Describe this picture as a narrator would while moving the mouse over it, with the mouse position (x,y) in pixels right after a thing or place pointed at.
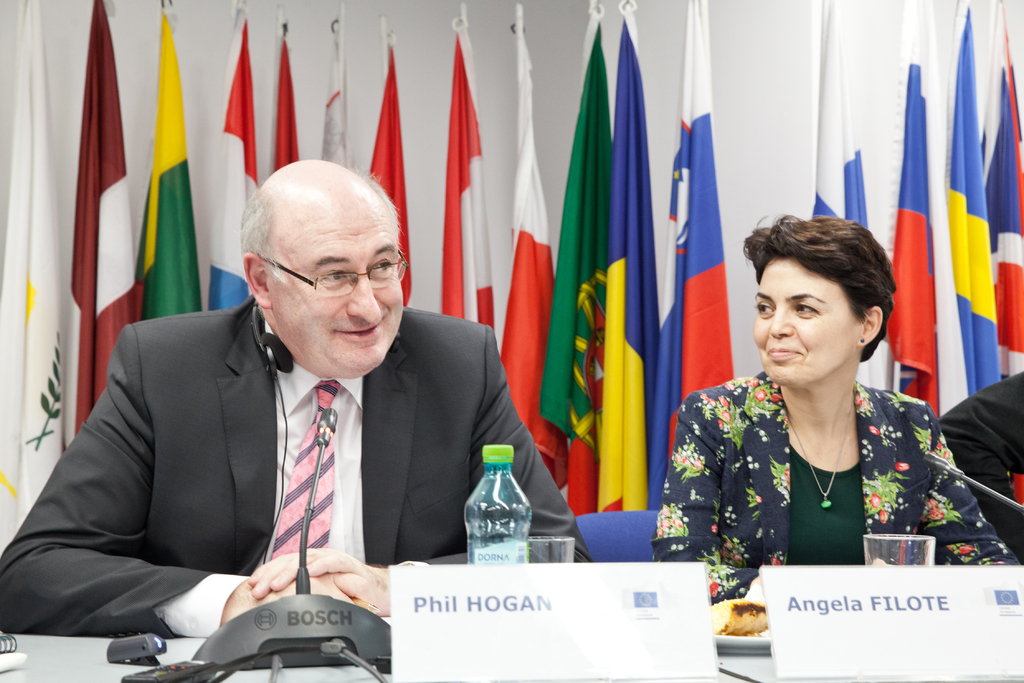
There is a man (433,411) and woman (789,443) sitting. Man (343,362) is wearing a specs (346,286). In front of them there is a table (99,658). On the table (90,664) there are name boards (569,643). bottle (482,507), glasses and mics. In the background (263,38) there is a wall (304,20). Also there are many flags (697,78).
